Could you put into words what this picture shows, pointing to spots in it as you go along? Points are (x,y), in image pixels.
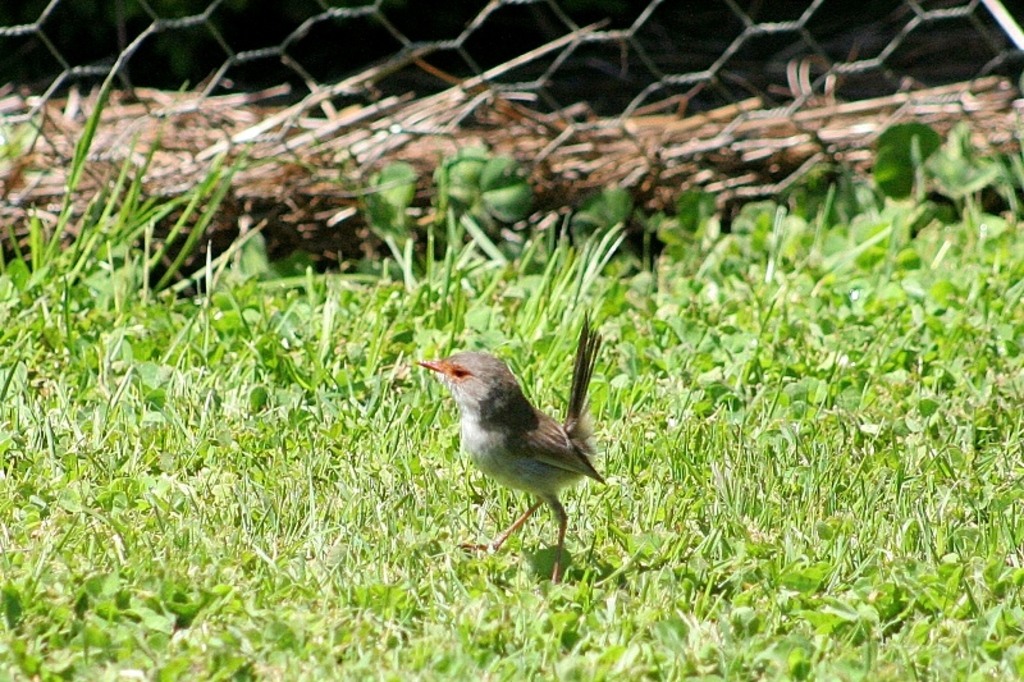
Here I can see a bird (509,454) on the ground (524,573). On the ground (524,573) I can see the green color grass (743,471). In the background (187,149) there is a net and a trunk (450,154).
